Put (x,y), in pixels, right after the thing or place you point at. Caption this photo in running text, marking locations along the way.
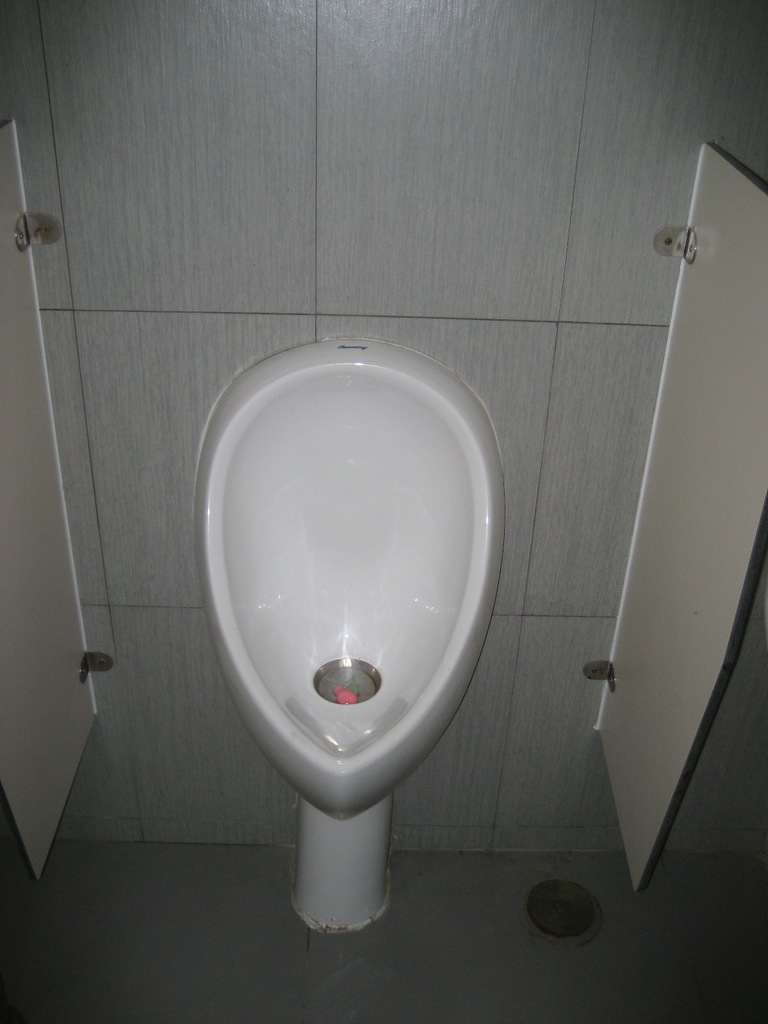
As we can see in the image there are grey color tiles (300,287) and urinal (408,516).
